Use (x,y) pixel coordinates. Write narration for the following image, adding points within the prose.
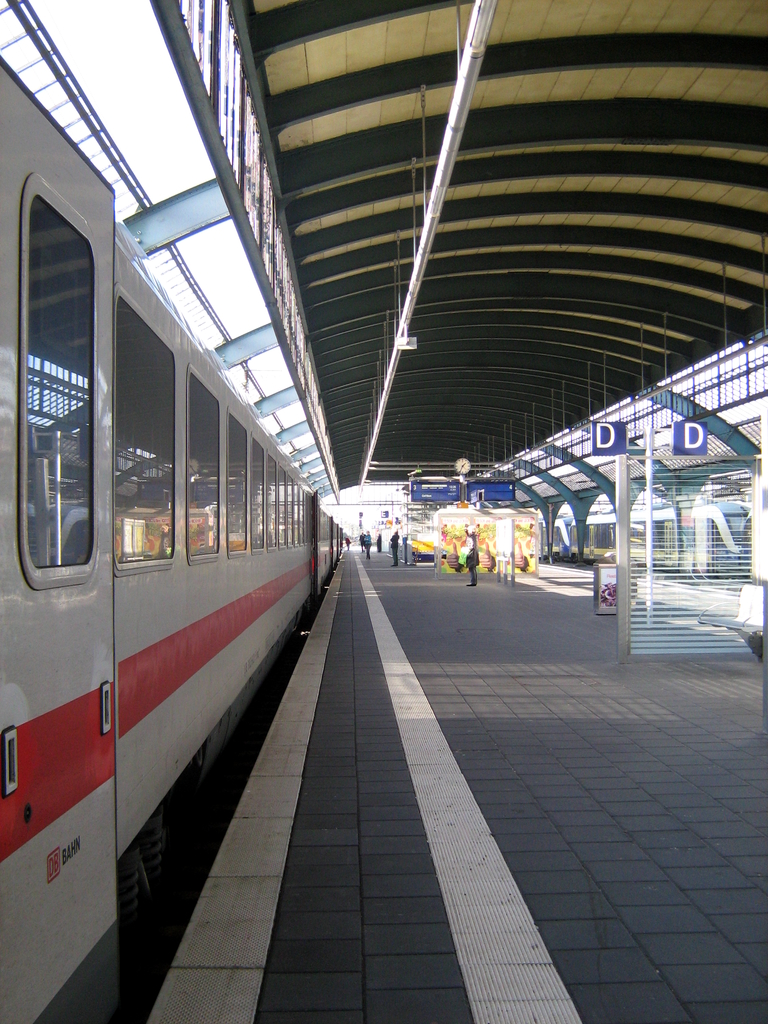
In this image I can see a vehicle (156,715). There is a platform (528,643), there are few persons (362,539), there are poles (577,508), boards (462,536) and there are some other objects (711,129). In the background (82,64) there is sky (101,16).
